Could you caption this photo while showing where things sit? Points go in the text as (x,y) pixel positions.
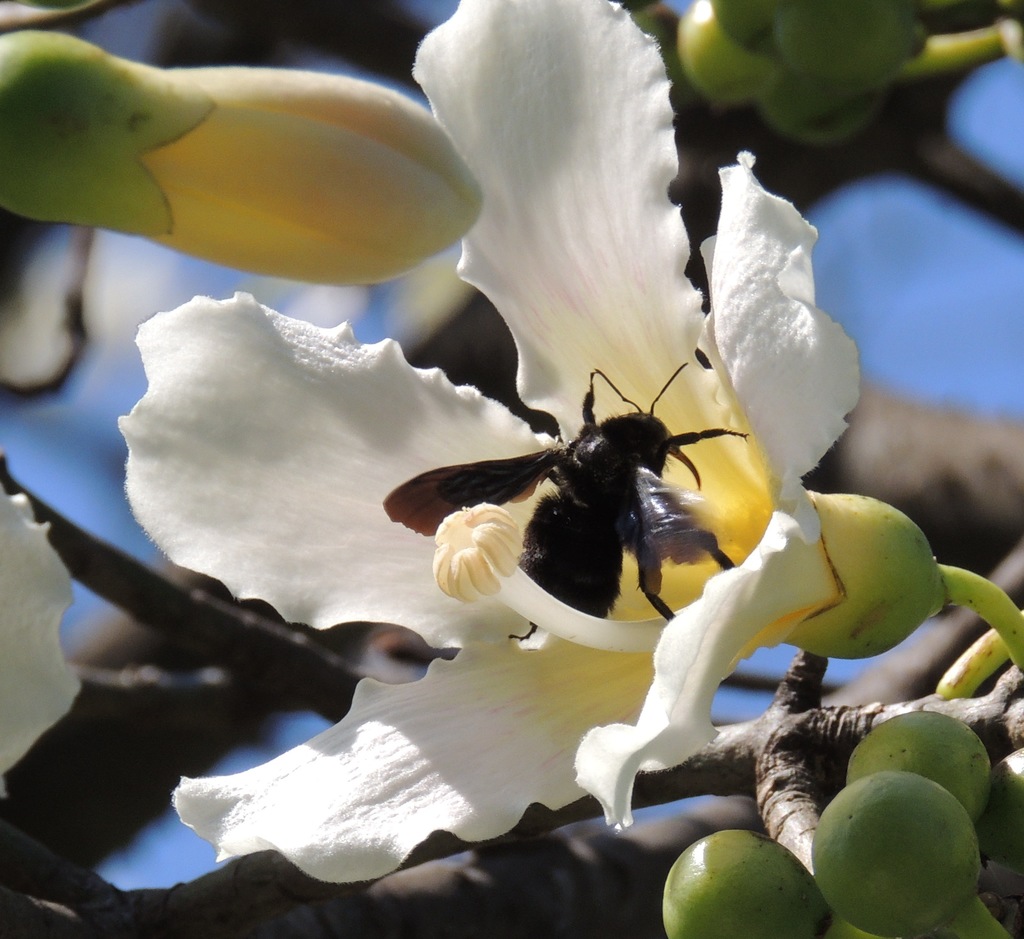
In this picture we can see flowers (340,251), there is an insect (634,478) in the middle (609,514), we can see a blurry background (923,357).
